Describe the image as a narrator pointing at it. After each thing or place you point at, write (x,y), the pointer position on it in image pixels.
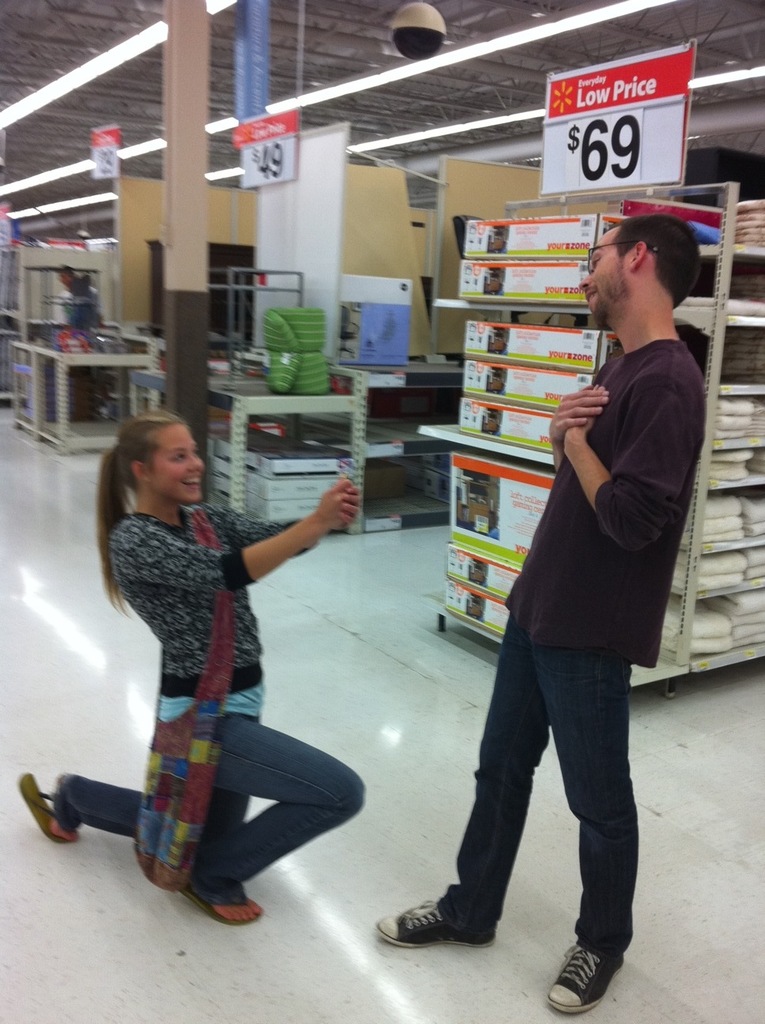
In this image there is a man (602,860) standing and in front of him there is girl (190,544) sitting on the knees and proposing him in the store (422,507) also there are so many shelves (714,288) behind them with so many things (277,357) in it.
